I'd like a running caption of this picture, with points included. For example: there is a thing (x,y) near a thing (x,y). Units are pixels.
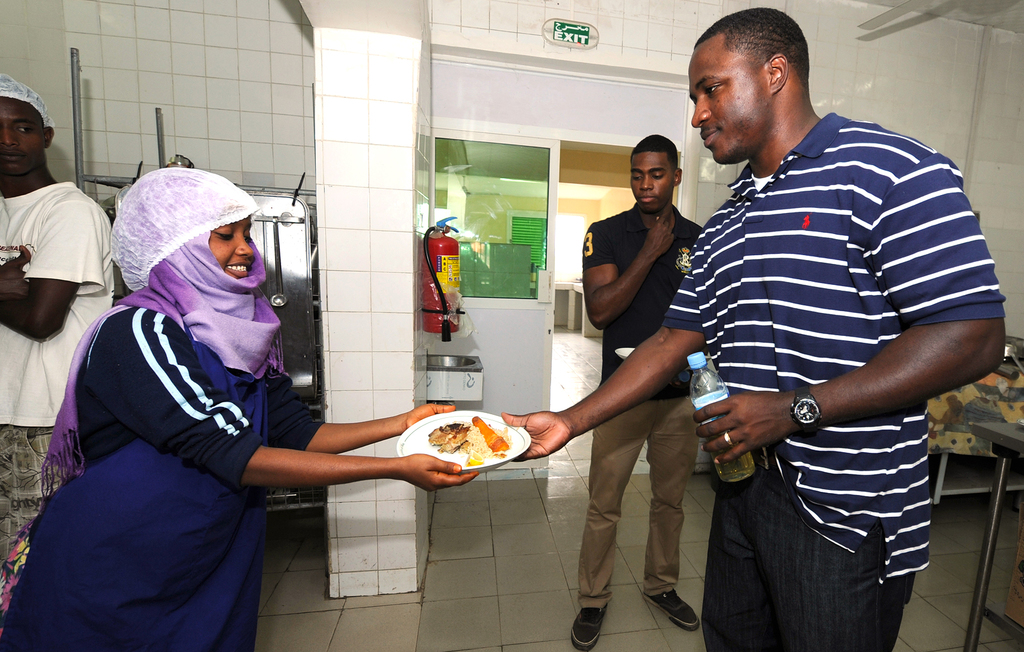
In this image I can see four persons (356,435) are standing on the floor (550,545) and two persons (426,472) are holding a plate (519,435) and a bottle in hand (450,478). In the background (483,296) I can see a wall (695,10), door (495,284), metal rods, basin (425,356), fire extinguisher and tables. This image is taken may be in a hall (441,547).
